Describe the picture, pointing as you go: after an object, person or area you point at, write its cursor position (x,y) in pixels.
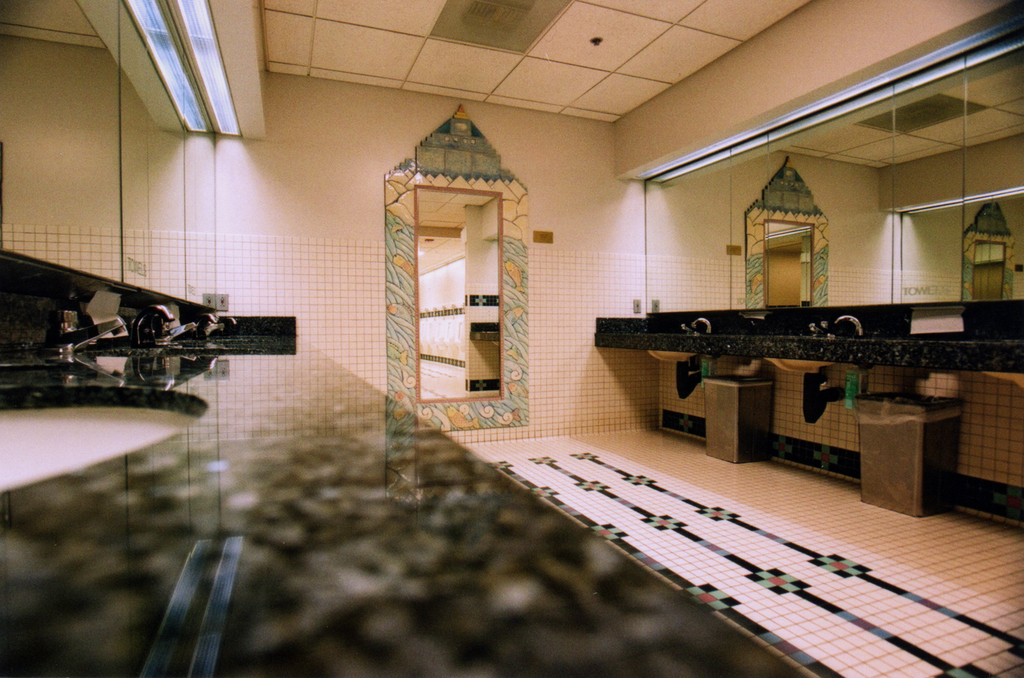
This is the picture of a room (555,334). On the left side of the image (29,452) there is a sink (106,446) and there are taps (56,346). On the right side of the image (844,319) there are taps (860,324). At the top (851,90) there are lights (1006,44). At the back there is a mirror (455,331). At the bottom (564,491) are tiles (631,517) and dustbins (890,422). On the left (101,185) and on the right side of the image (895,255) there are mirrors (72,166).
